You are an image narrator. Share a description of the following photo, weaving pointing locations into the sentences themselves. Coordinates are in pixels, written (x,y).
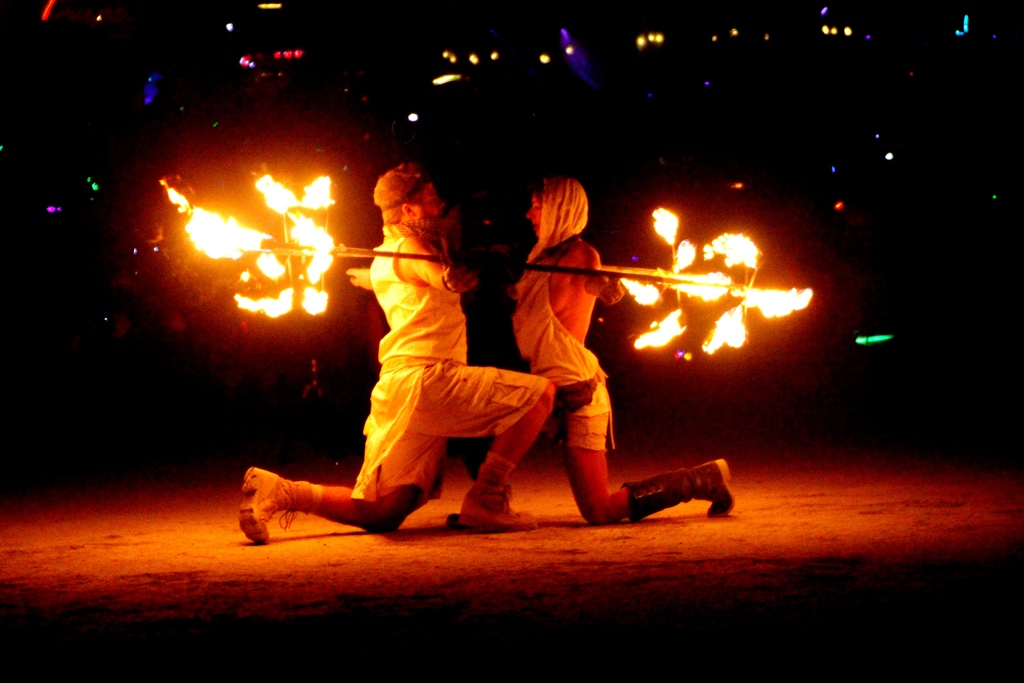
In the foreground of this picture (590,321), there is a man (414,306) and a woman (569,258) holding a stick (593,274) with fire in their hands (609,287), and the background (85,42) is dark with few color lights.
